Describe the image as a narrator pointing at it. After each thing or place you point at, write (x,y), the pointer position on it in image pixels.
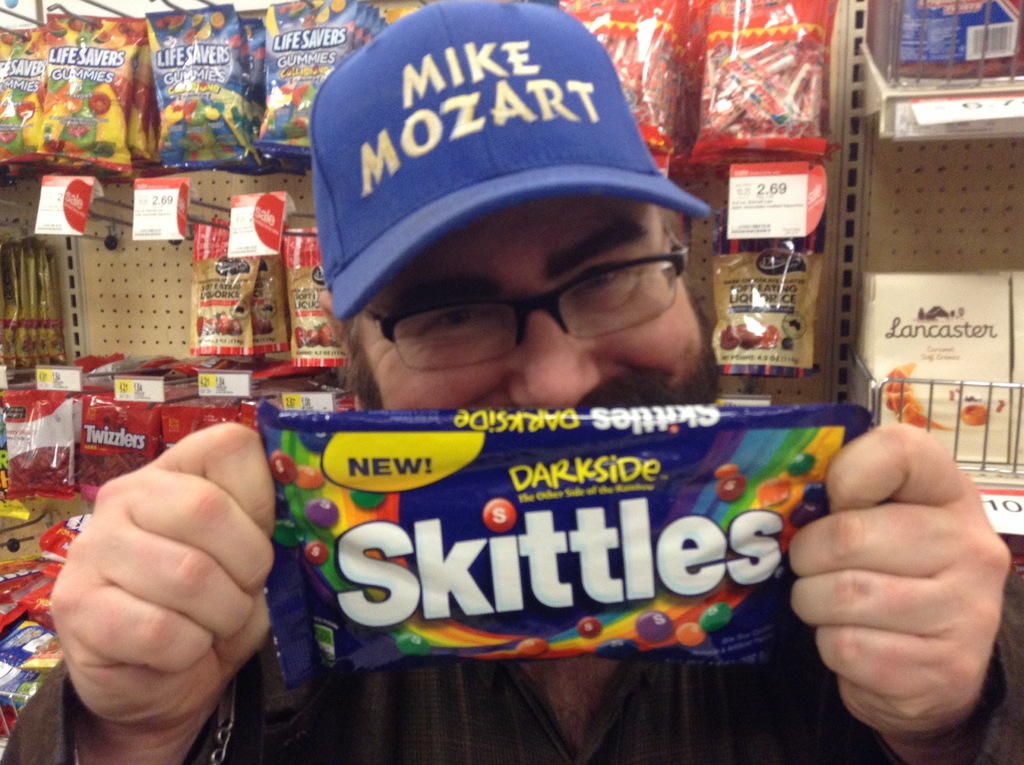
There is a man (639,257) holding a snack packet (693,554) in the foreground area of the image (489,445), there are other packets (988,299) in the background (1001,288).
